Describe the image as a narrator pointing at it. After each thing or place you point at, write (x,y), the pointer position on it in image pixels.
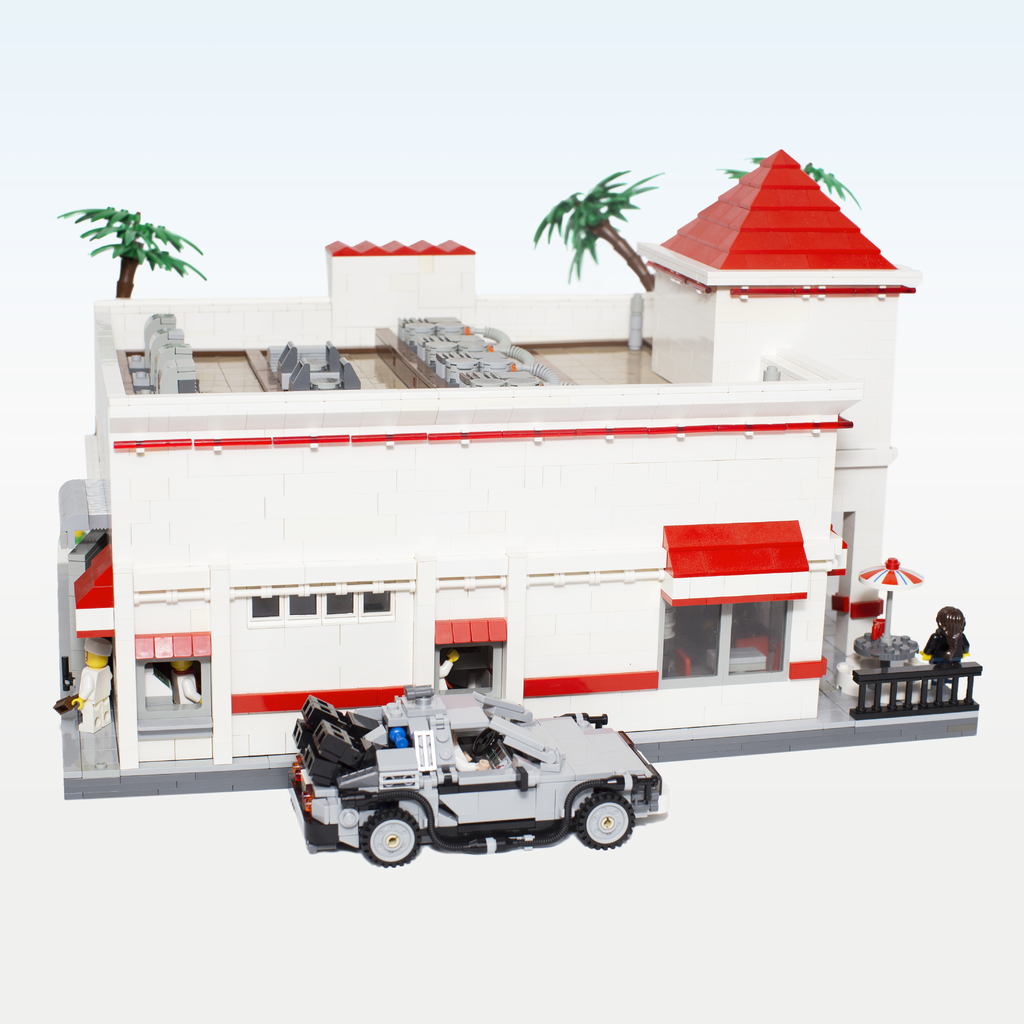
In this image there is a toy house (515,369) where the roof (724,193) of the house (712,263) is red in color and it also has coconut trees (599,232) which are coming from this roof (812,201) and at the top of the house (574,320) there are also some machines (140,385) and in front of the house (331,692) there is a car (638,792) it is also a toy (497,789) and towards the left of the house (155,688) there is a toy (89,661) of a person (98,699) and towards right (945,633) there is another person (935,652) and there is also a umbrella (891,588) it is also a toy (894,574).
